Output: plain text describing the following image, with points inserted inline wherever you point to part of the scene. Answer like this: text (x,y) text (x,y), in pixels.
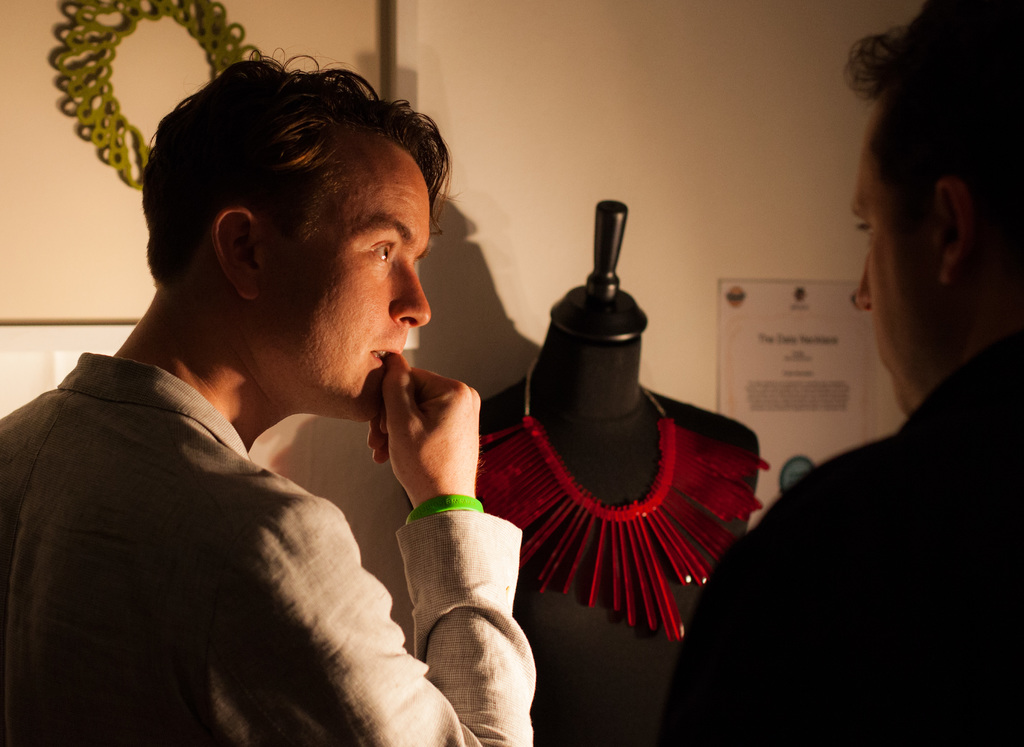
In this image in front (754,660) there are two persons (983,471). In front of them there is a chain (737,501) on a mannequin (597,468). In the background of the image (593,122) there is a wall (585,73) with the photo frame (136,1) and poster (834,295) on it.
